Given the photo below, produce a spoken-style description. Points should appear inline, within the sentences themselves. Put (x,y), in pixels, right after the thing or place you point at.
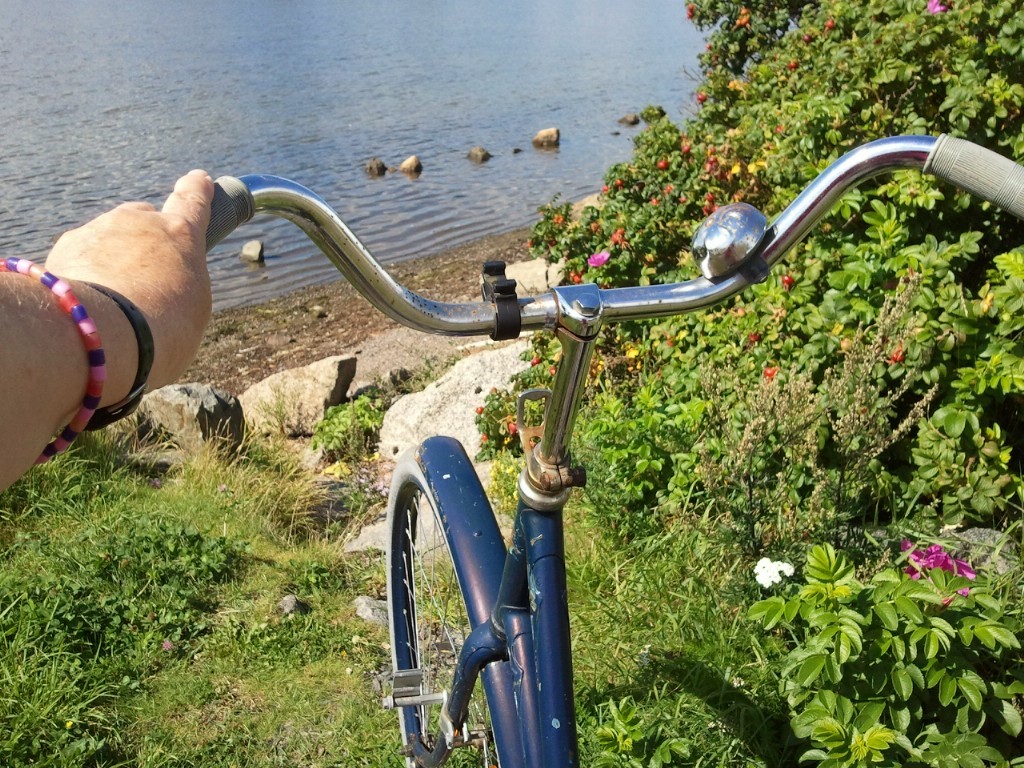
In this image there is a river (369,89) truncated towards the top of the image (269,37), there are stones (406,158) in the river (434,101), there are rocks (211,428), there is grass (249,428), there are flowers (765,563), there are plants (916,414) truncated towards the right of the image (869,383), there are plants (155,633) truncated towards the left of the image (148,647), there is a person hand (122,373) truncated, there is a bicycle (470,315) truncated.
